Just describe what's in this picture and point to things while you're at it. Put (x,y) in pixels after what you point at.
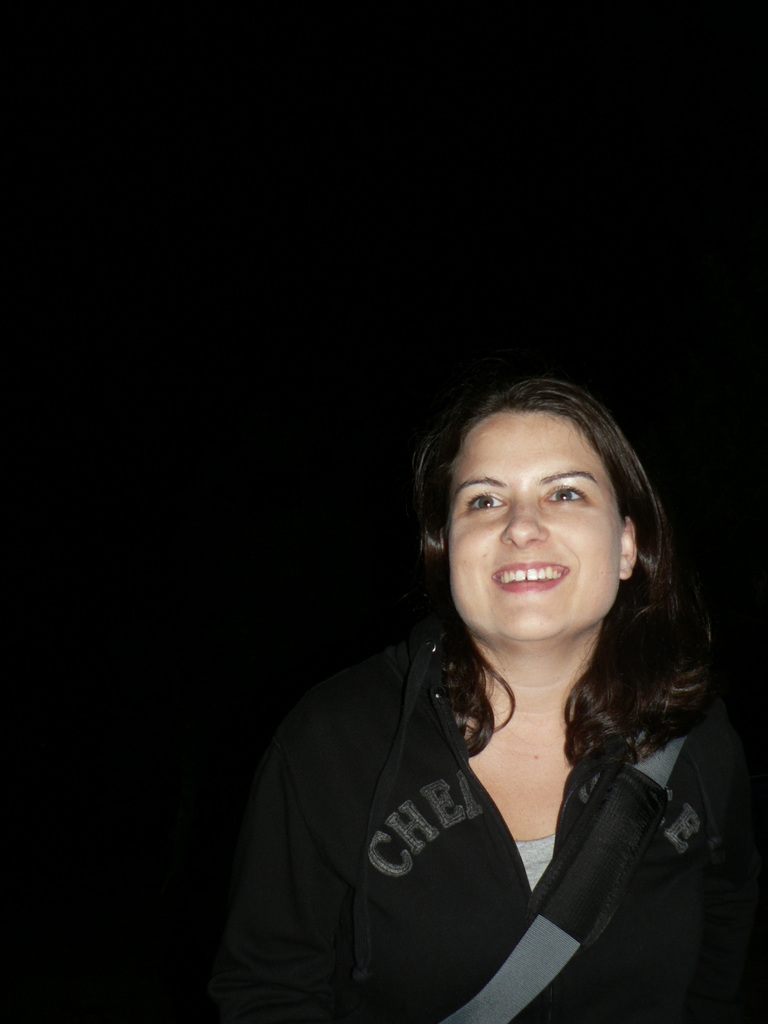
In this picture we can see a woman (576,990) smiling and a strap (592,872). We can see the dark view in the background (719,228).
